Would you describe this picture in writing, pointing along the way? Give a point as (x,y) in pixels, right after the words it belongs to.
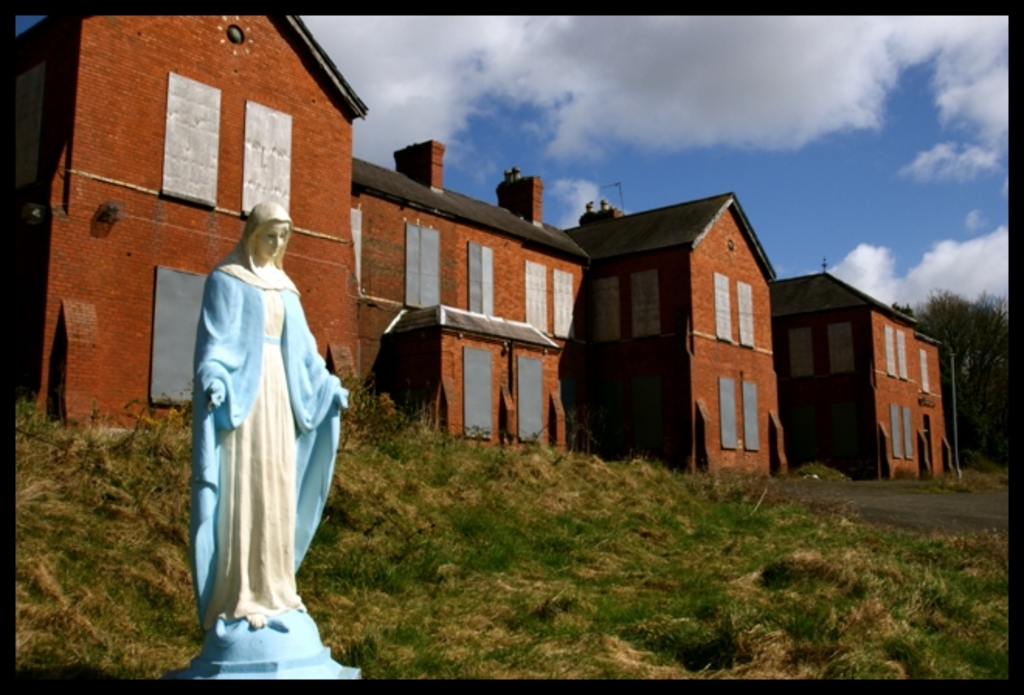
This is an outside view. On the left side (261,429) there is a statue of a person (270,503). In the background (656,378) there are few buildings (872,379), trees (965,419) and also I can see the grass (664,602) on the ground (715,582). At the top of the image (819,179) I can see the sky (756,191) and clouds (711,77).
